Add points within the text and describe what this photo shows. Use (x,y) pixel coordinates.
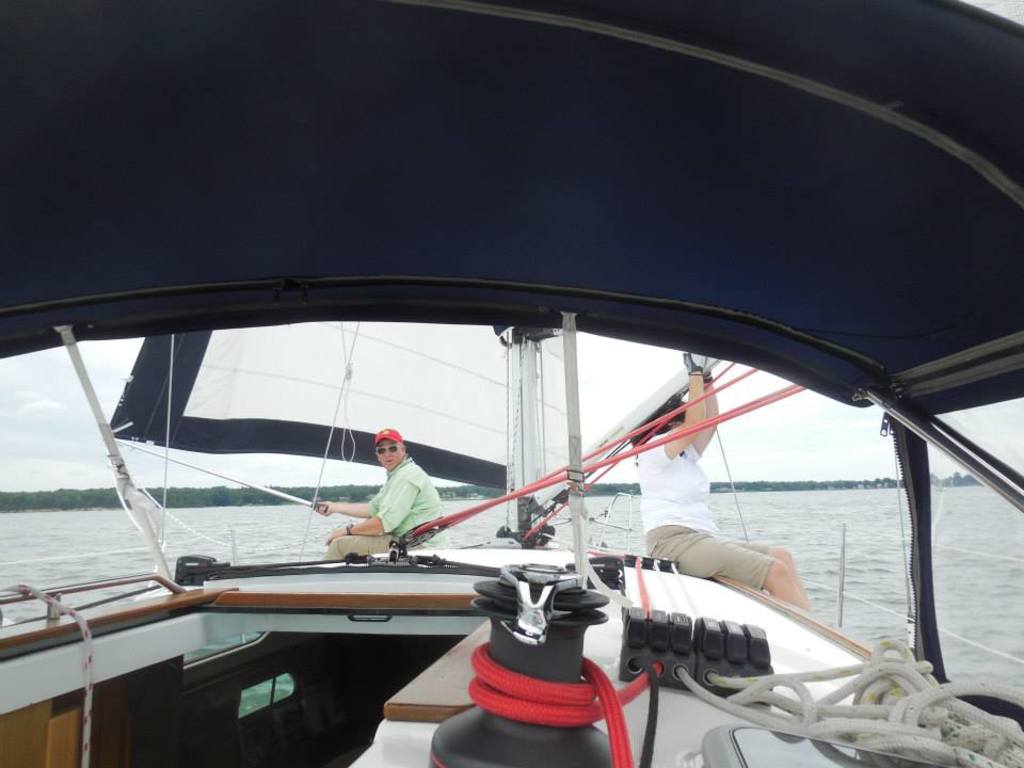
In this picture I can see two persons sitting on the boat (49,706), which is on the water (980,592), there are trees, and in the background (730,393) there is the sky (839,467).
